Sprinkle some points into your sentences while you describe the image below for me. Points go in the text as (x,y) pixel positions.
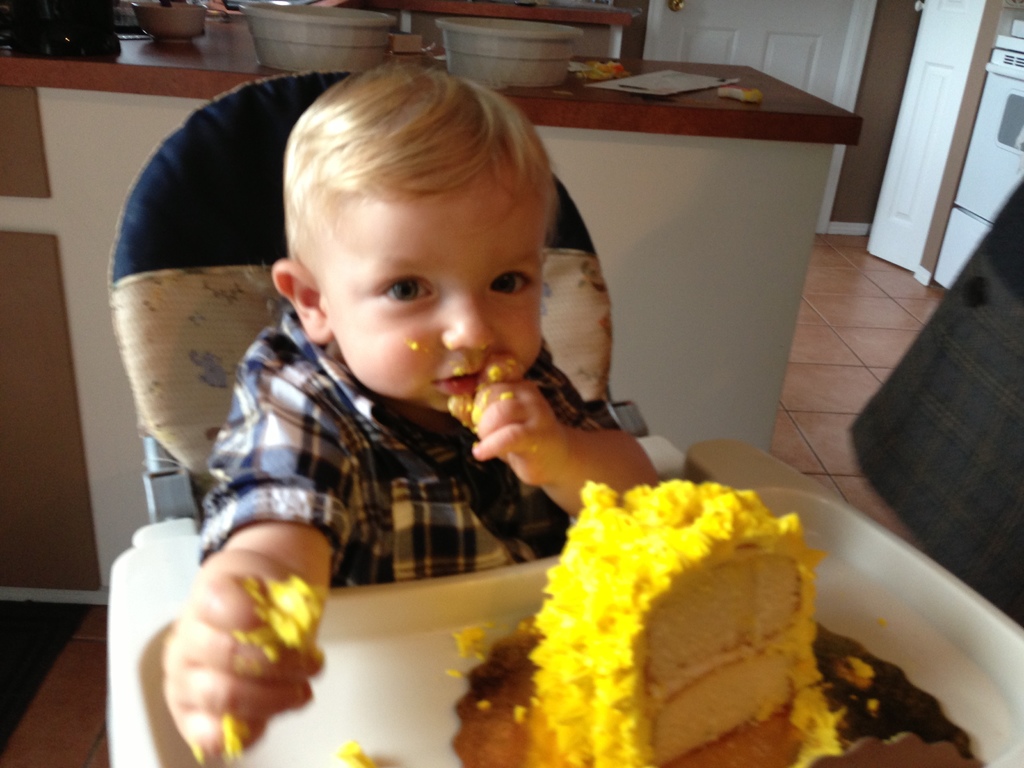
In this picture boy (408,366) is highlighted. He is sitting on a chair (208,229). We can see that in-front of him there is a yellow cake (614,597). I think he is eating the cake (606,514), as we can see there is a cake (477,412) on his hand (491,401). Backside of him there is a table (806,157). Above the table (807,171) there are 2 containers (457,37). There is a card (652,91). Door (759,48) is in white color. Floor (867,316) with tiles (867,333).
